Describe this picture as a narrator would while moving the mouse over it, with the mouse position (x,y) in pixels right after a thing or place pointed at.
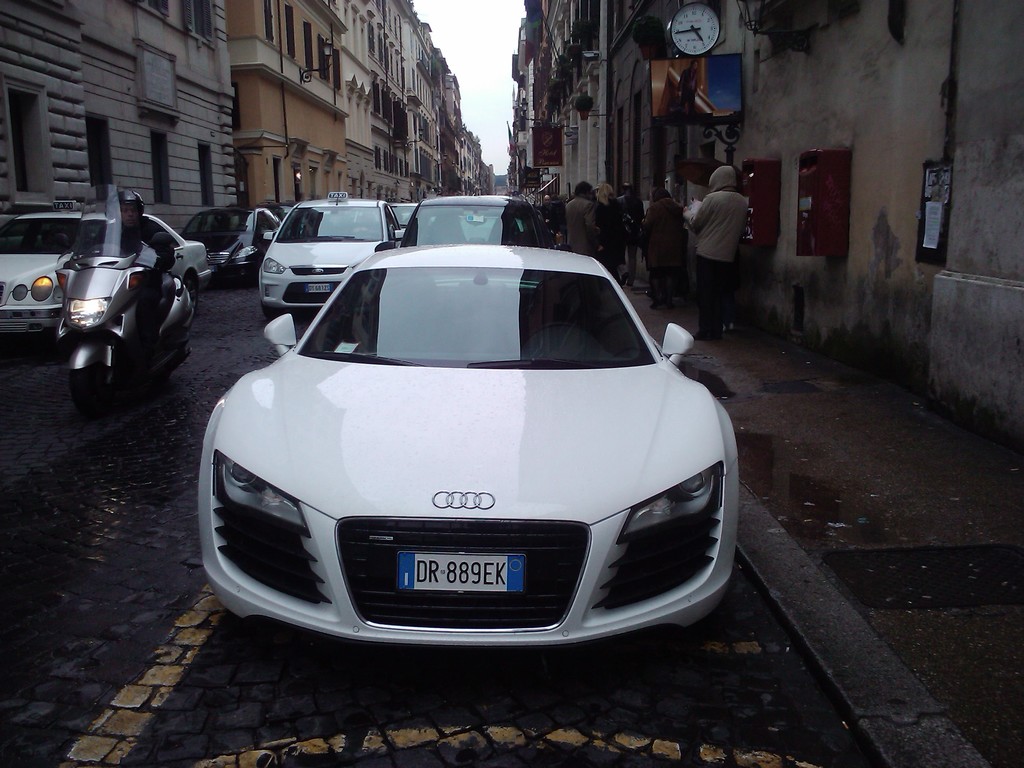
As we can see in the image there are white color cars (374,236), group of people (588,221), motorcycle (124,281), buildings (341,113), windows (305,45), clock (707,52) and at the top (476,48) there is sky (483,68).
